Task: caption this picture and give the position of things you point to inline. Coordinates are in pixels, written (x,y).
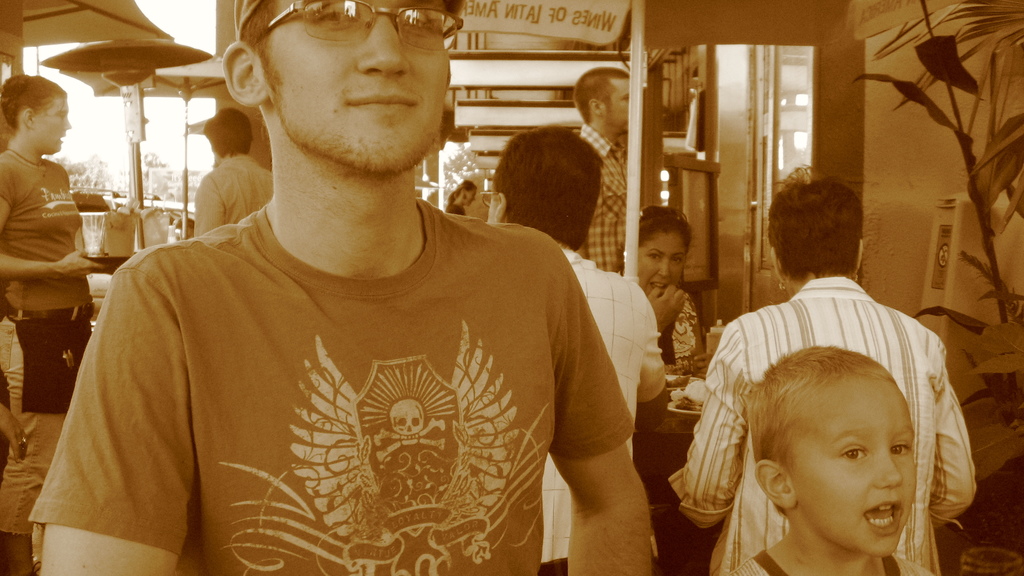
In this picture we can see a man (264,30) wore spectacles (418,43) and smiling and at the back of him we can see some people (61,233), umbrellas (82,16), leaves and some objects (97,59).
